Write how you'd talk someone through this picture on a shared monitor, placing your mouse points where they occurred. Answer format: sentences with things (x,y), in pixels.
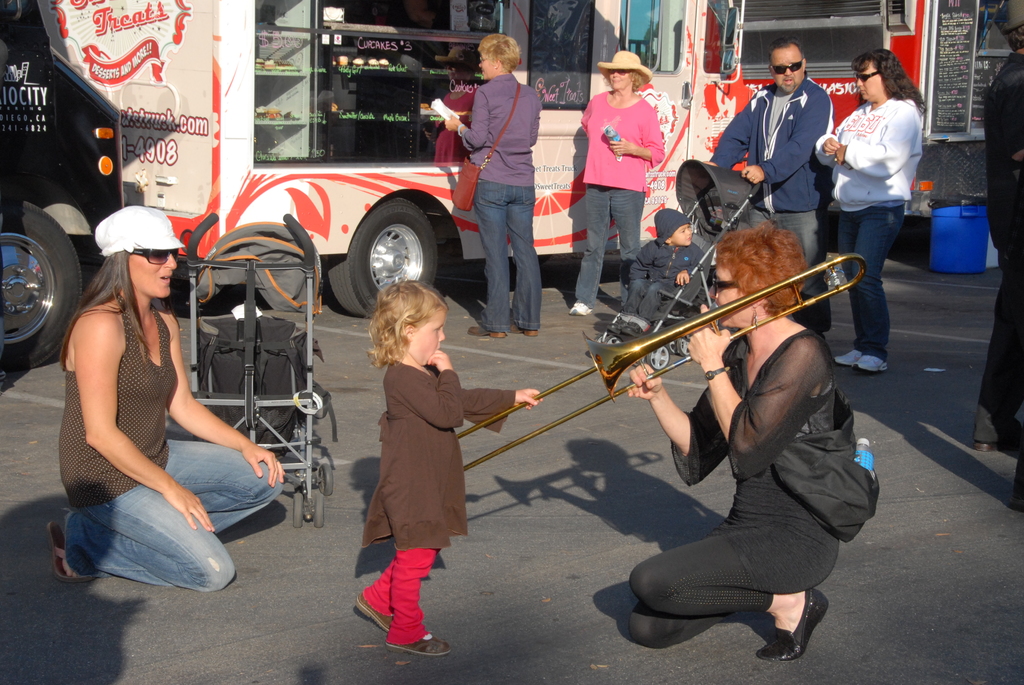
In this picture we can see a group of people (63,573) on the ground (916,407), one person (741,570) is holding a trombone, here we can see strollers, bags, one boy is sitting on a stroller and in the background (949,239) we can see vehicles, dustbin (965,249), name board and some objects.
